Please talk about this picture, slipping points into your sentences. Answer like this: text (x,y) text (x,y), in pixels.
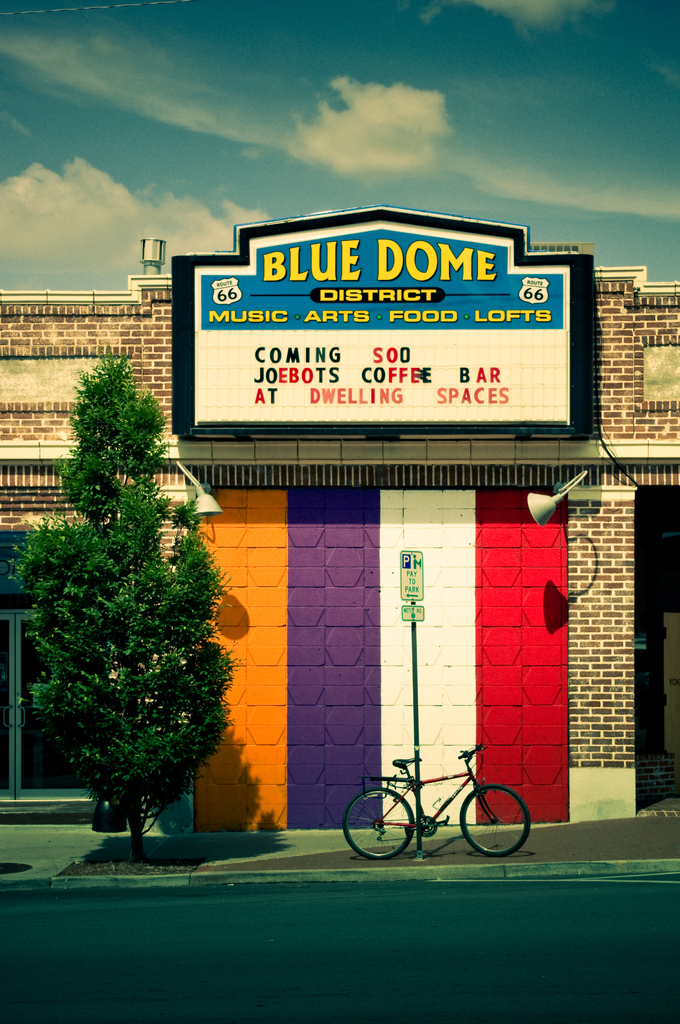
In this image I can see a building (365,534) which is orange, violet, white, red and brown in color. I can see the sidewalk (256,838) on which I can see a tree (140,812), a bicycle (408,788) and a pole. I can see a huge board (384,317) to the building (390,507) and in the background (35,222) I can see the sky (181,49).
